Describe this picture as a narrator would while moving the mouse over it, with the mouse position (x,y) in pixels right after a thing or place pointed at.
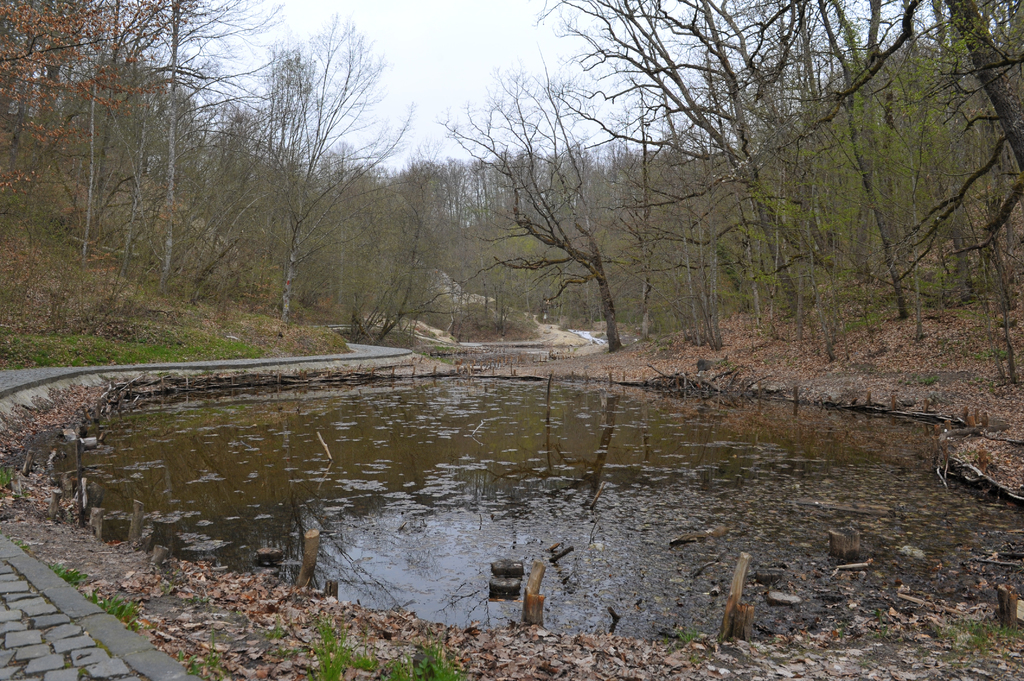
In this image we can see water (616,441), twigs (657,389), grass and other objects (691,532). In the background of the image (625,269) there are trees (986,41), dry leaves (961,307) and other objects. At the top of the image (416,103) there is the sky (269,88). At the bottom of the image (51,557) there is the ground (51,557). On the left side (2,561) bottom of the image (103,612) there is a walkway (67,624).
